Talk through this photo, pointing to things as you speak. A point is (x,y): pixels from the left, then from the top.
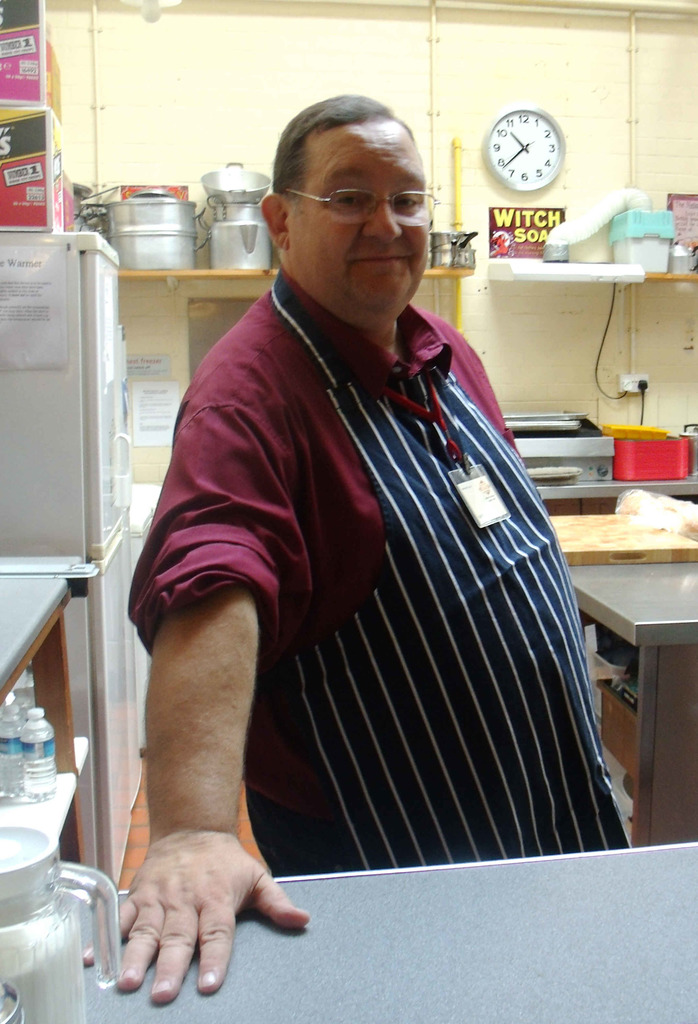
In this image I can see a person (445,489) standing and wearing maroon color shirt (325,528), back I can see few bowls (151,242), glasses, machine (557,430). I can also see a clock (521,155) attached to the wall (252,56) and the wall (213,63) is in cream color, left I can see refrigerator (31,487) and few bottles (30,796) on the table (58,750).
